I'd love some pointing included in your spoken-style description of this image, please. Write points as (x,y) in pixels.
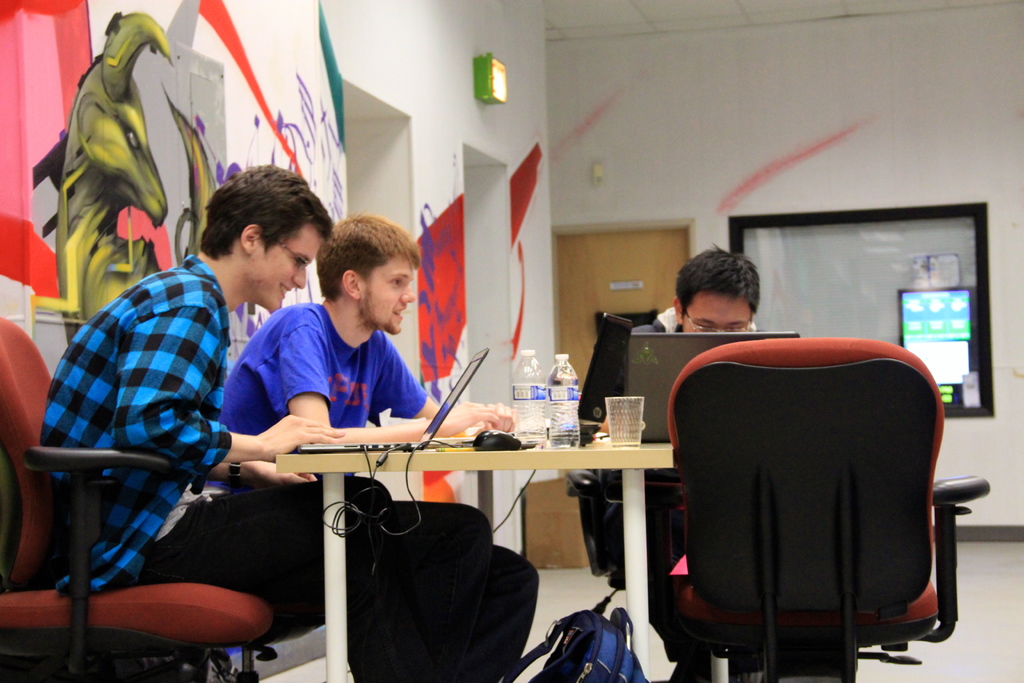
In the image there are three men (281,389) sitting on the chairs (117,594). In front of them there is a table (393,457) with laptops (427,439), bottles (524,420), glass (633,422) and few other items (462,443) on it. Below the table (523,453) there is a bag (569,647). And also there is an empty chair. In the background (100,134) there is a wall (364,140) with painting (177,116). Also there is a wall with glass window (892,270). Inside the glass (942,337) there are screens (933,314). And also there is a door (583,315) beside the glass window (944,285). On the wall (495,113) there is a green color box (475,88).
